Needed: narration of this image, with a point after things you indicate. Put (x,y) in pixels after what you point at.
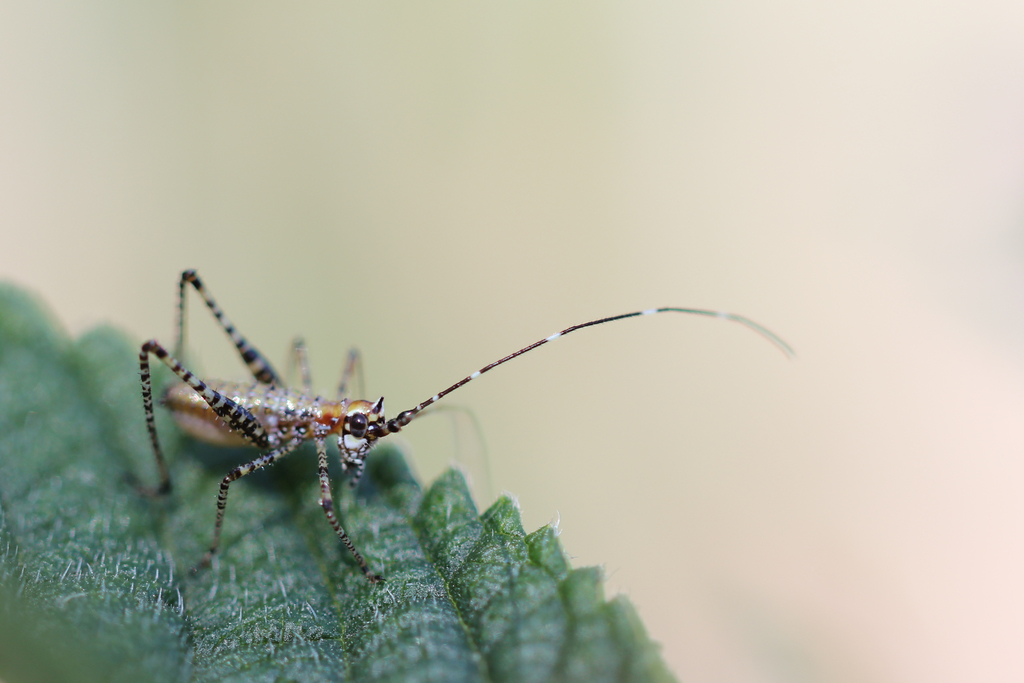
In this picture we can see an insect (203,397) on a leaf (301,549) and in the background (274,357) it is blurry.
